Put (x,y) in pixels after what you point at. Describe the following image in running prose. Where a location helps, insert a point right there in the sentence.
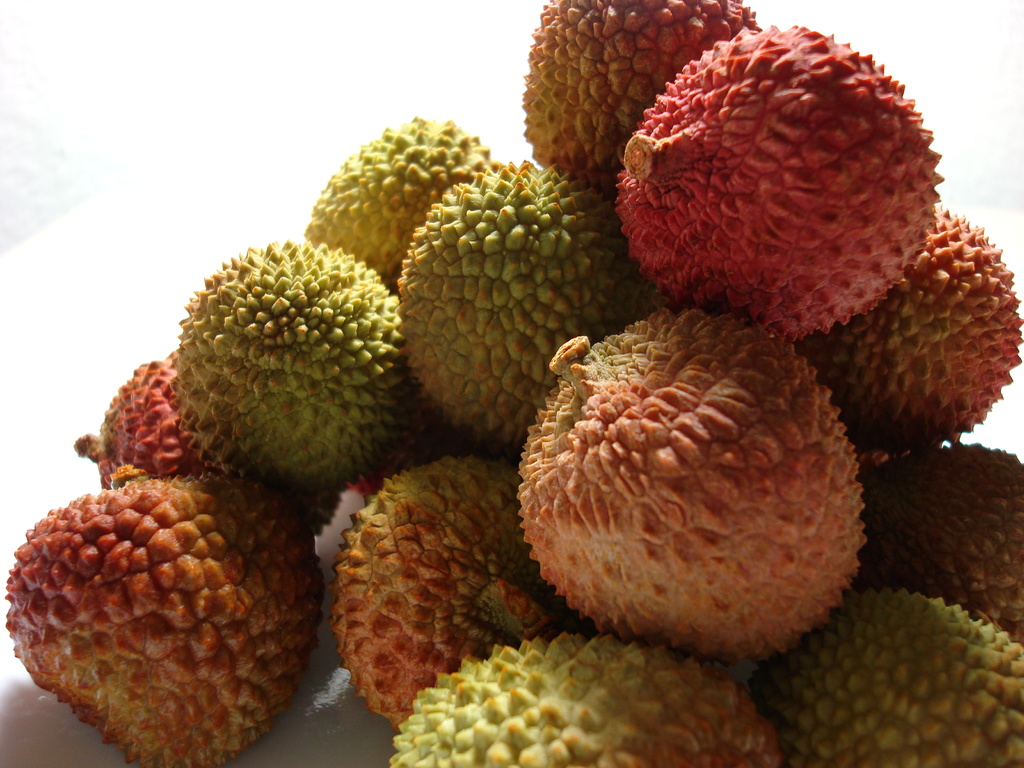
In the picture I can see few lychee fruits (612,309) which is in different colors.
